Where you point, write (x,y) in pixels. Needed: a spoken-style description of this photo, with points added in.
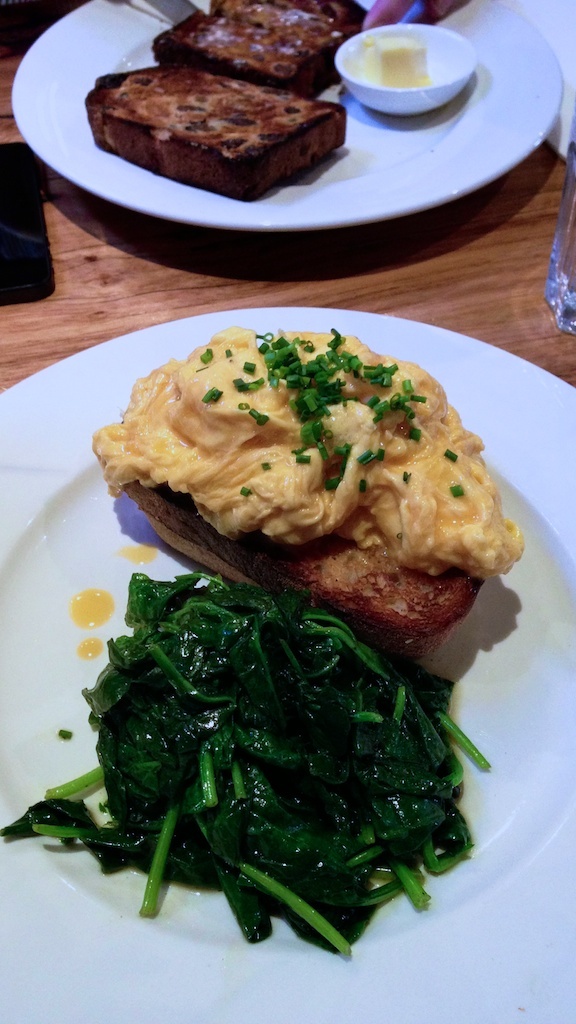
Here I can see a table (305,271) on which two plates (420,150), glass (569,255) and some other objects (18,207) are placed. On the plates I can see few different food items (225,149).
